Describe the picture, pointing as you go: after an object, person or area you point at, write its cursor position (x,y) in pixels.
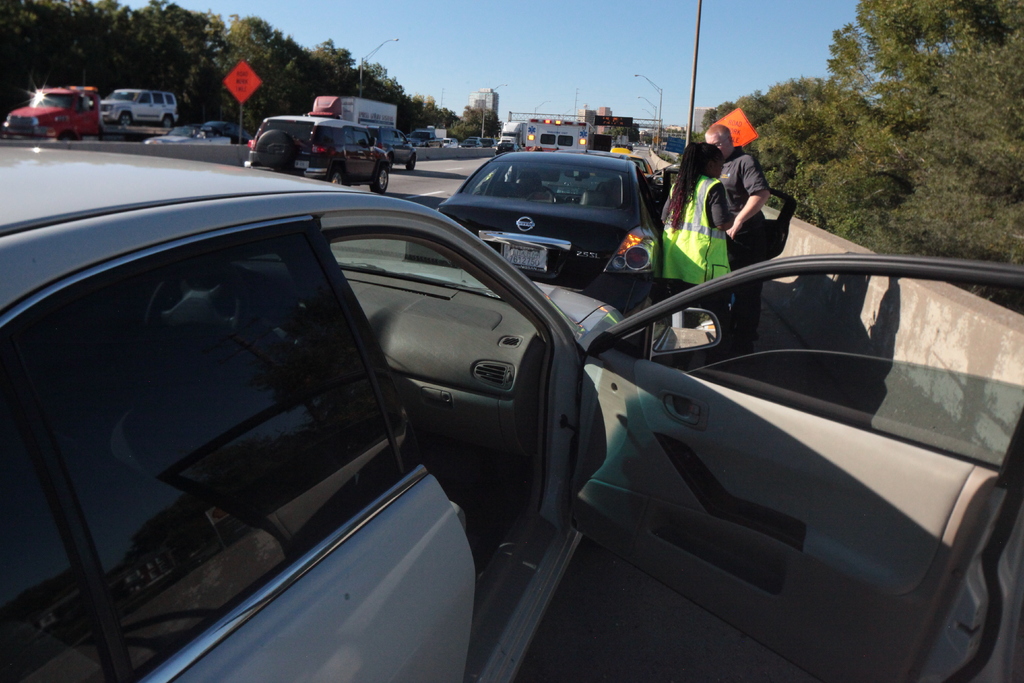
This is an outside view. Here I can see a car (317,451) and its door (708,466) is opened. In front of this car (538,393) I can see two people (732,220) are standing. At the back of them there is a wall (830,242). In the background (155,122) there are some vehicles (591,188) on the road (442,162). On both sides of the road (419,176) I can see some poles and a trees (956,99) and in the background (489,107) there are some buildings (489,107). On the top of the image (570,15) I can see the sky (456,39).
